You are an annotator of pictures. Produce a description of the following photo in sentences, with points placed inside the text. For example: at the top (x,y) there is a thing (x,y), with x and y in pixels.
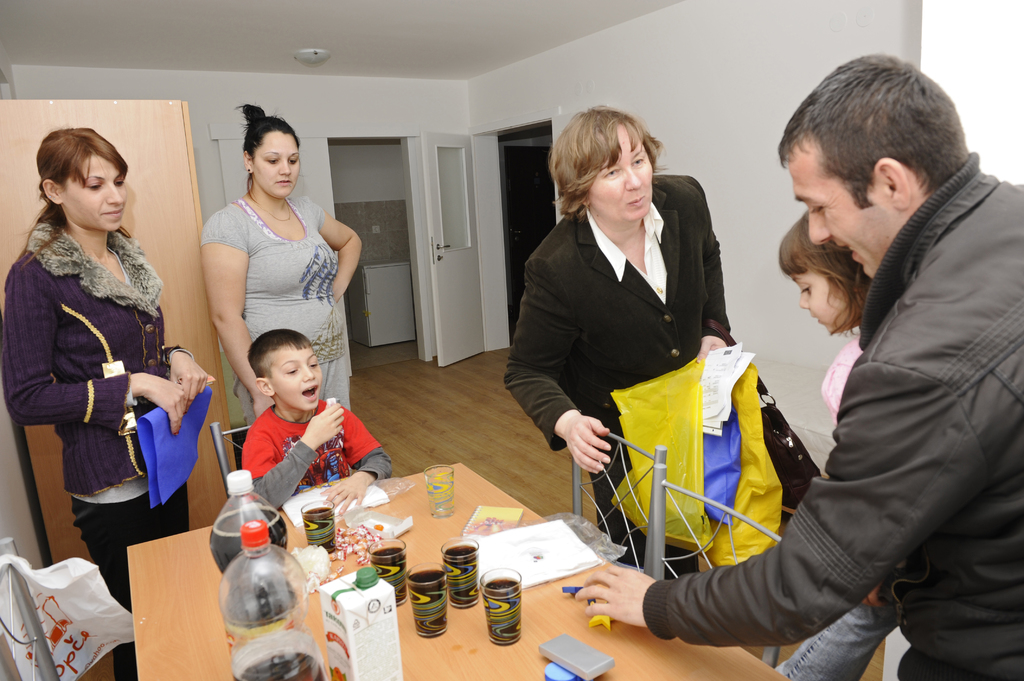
In this picture we can see group of people (330,236), few are standing and a boy (296,401) is seated on the chair (231,432), in front of them we can see few glasses (310,526), bottles (249,515) and other things (375,597) on the table (462,627), in the background (518,222) we can see a door (529,212).
